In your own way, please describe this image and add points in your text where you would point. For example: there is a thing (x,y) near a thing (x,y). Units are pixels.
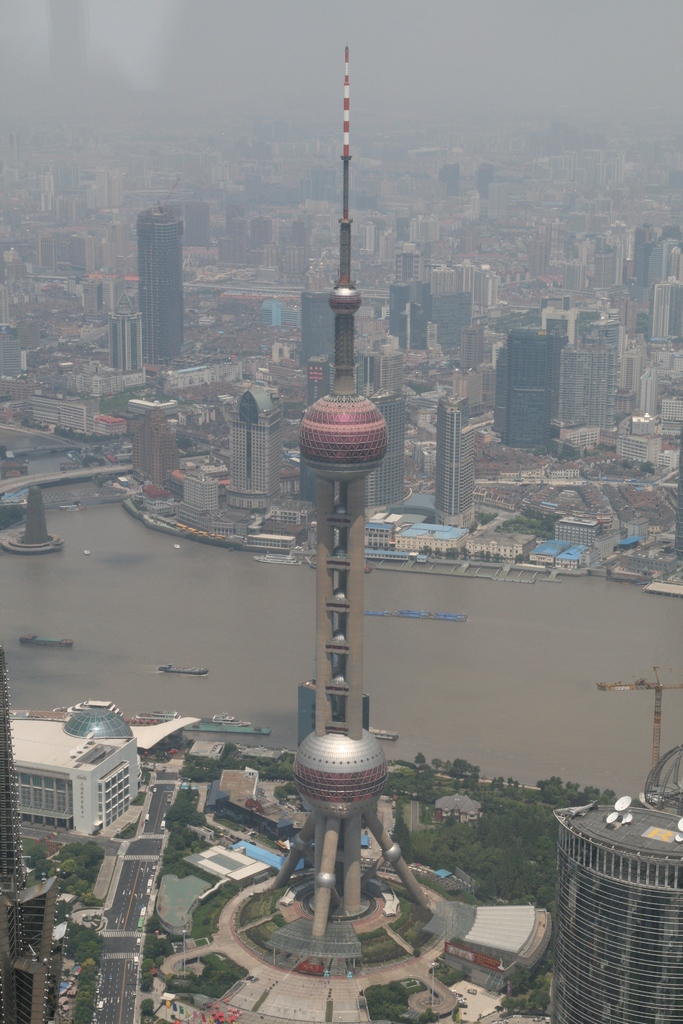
At the bottom of the picture (296,888), we see a tower (360,761), buildings (59,968) and trees (451,843). In the middle of the picture (296,674), we see water (230,562) and boats (25,636) are sailing on the water (176,653). On the left side (24,450), we see a bridge (60,480). There are building (462,310) in the background (142,257). At the top of the picture (368,169), it is blurred.
